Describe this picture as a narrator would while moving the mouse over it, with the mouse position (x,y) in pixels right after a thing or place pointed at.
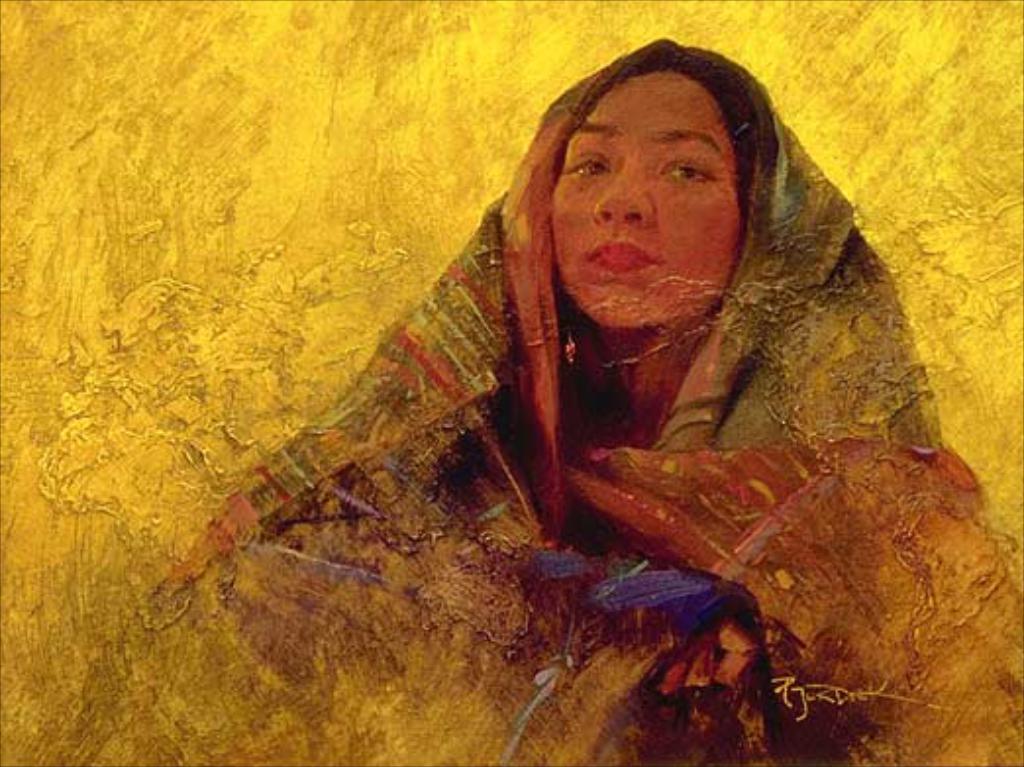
In this image I can see the painting (654,397) of a woman (689,352) wearing green, orange, violet and gold colored dress (655,485) on the gold colored surface (271,276).
